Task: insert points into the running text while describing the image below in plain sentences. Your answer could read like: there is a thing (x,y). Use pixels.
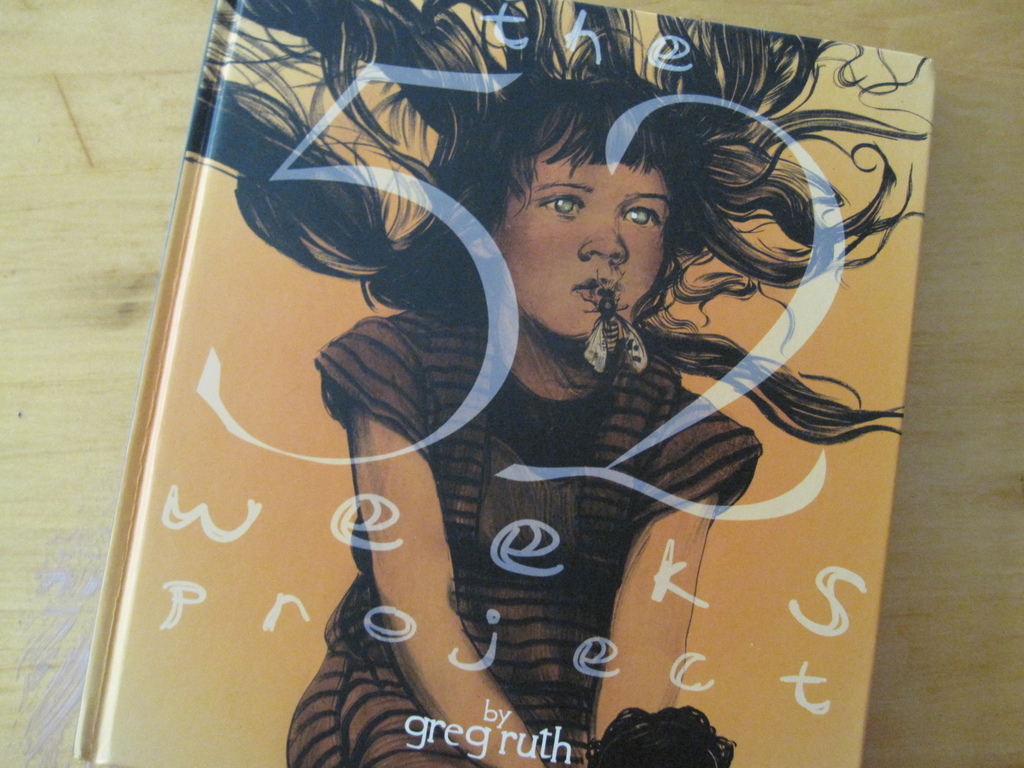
In this image we can see a book (342,294) that is placed on a wooden surface (16,125).
